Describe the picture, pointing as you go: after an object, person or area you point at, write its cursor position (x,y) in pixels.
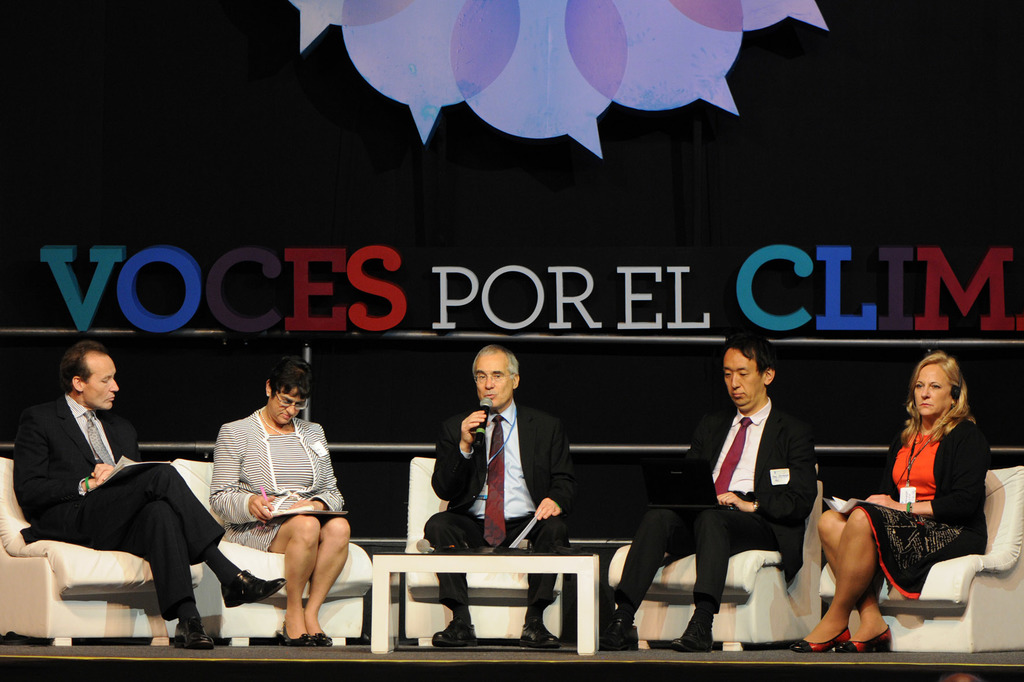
In the foreground of this image (489,488), there are persons (921,523) sitting on the chairs (682,571) and a man (475,458) is holding a mic (488,413) and an object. In front of them, there is a table (520,565). In the black background (519,304), there is some text (543,304) and an object (468,76) at the top (440,76).
